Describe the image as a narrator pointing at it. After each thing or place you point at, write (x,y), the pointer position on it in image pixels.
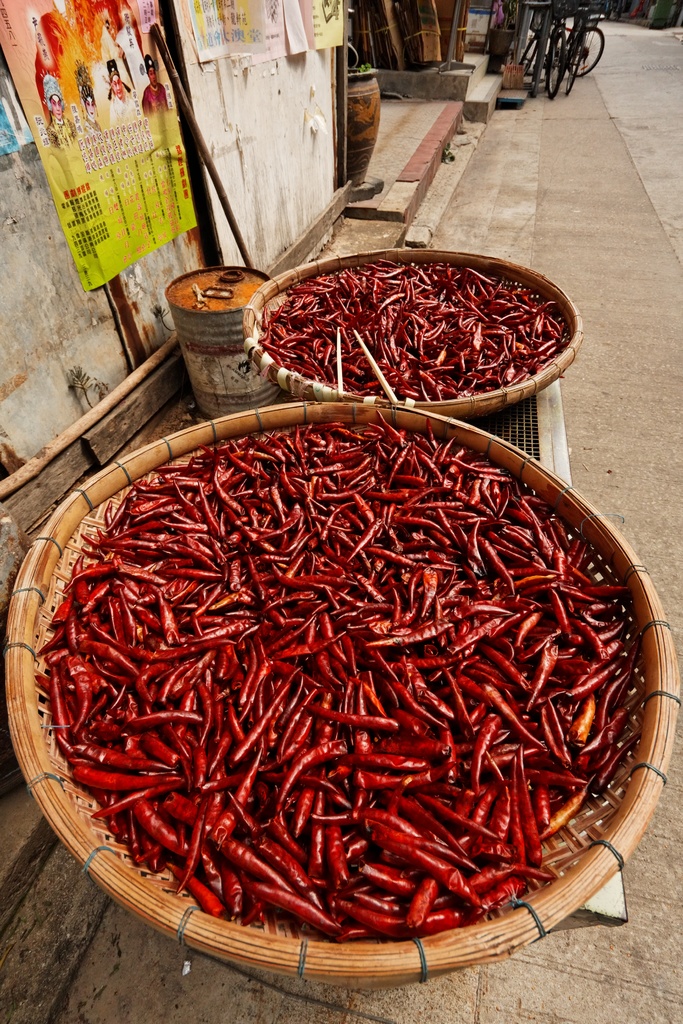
In this picture I can observe red chillies (361,539) placed in the baskets (355,420). I can observe posters (64,73) on the wall (3,160) on the left side (102,129). In the background (583,28) there are some bicycles (548,53).
